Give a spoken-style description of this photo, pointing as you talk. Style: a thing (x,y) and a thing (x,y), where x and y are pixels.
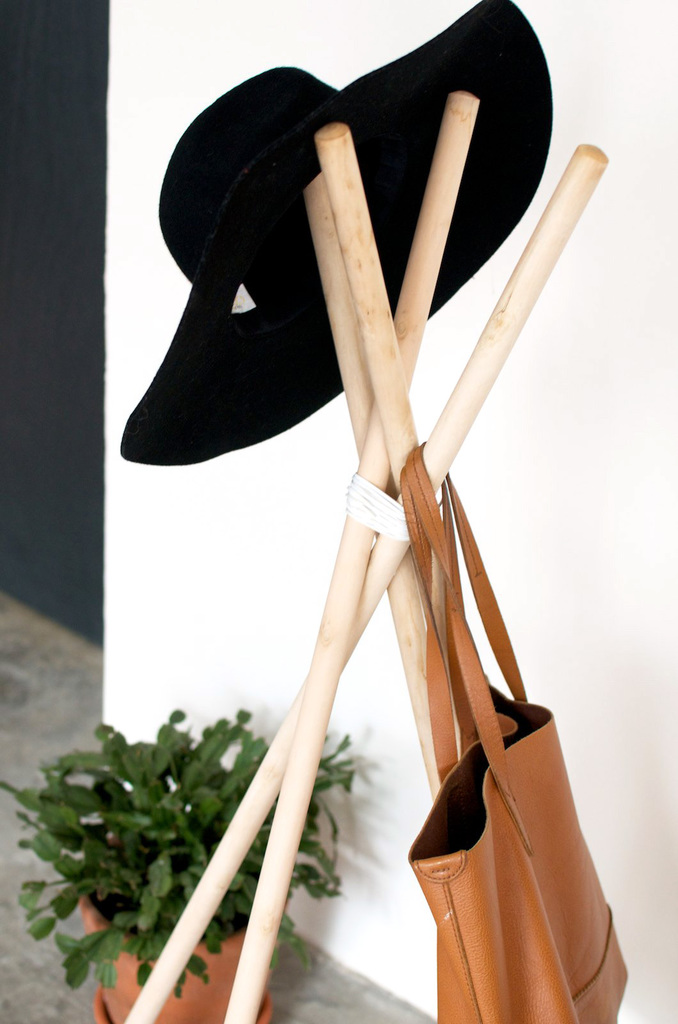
In this image, we can see a hat (309,395), some sticks (388,352), leather bag (483,757). And bottom, we can see a plant (151,898), pot (224,968), plate (101,1018). Right side (568,599), there is a white color wall (568,542). Floor (40,647). Left side (50,414), ash color.
